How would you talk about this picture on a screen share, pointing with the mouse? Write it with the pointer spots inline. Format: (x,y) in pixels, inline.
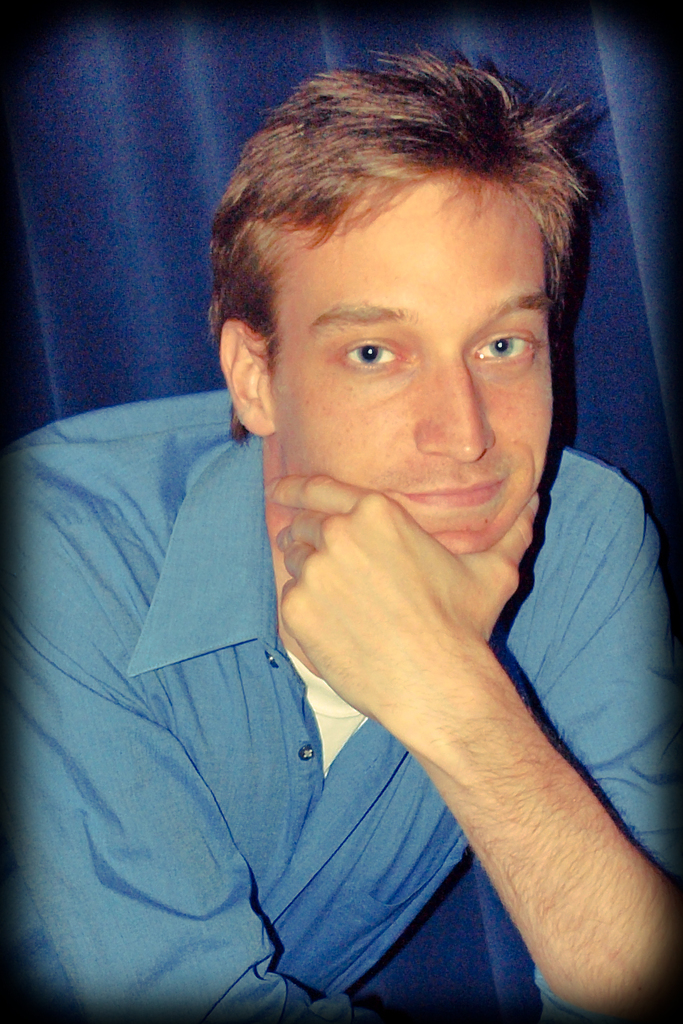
In this image we can see a man (410,582). In the background (554,44) there is curtain (426,44).
